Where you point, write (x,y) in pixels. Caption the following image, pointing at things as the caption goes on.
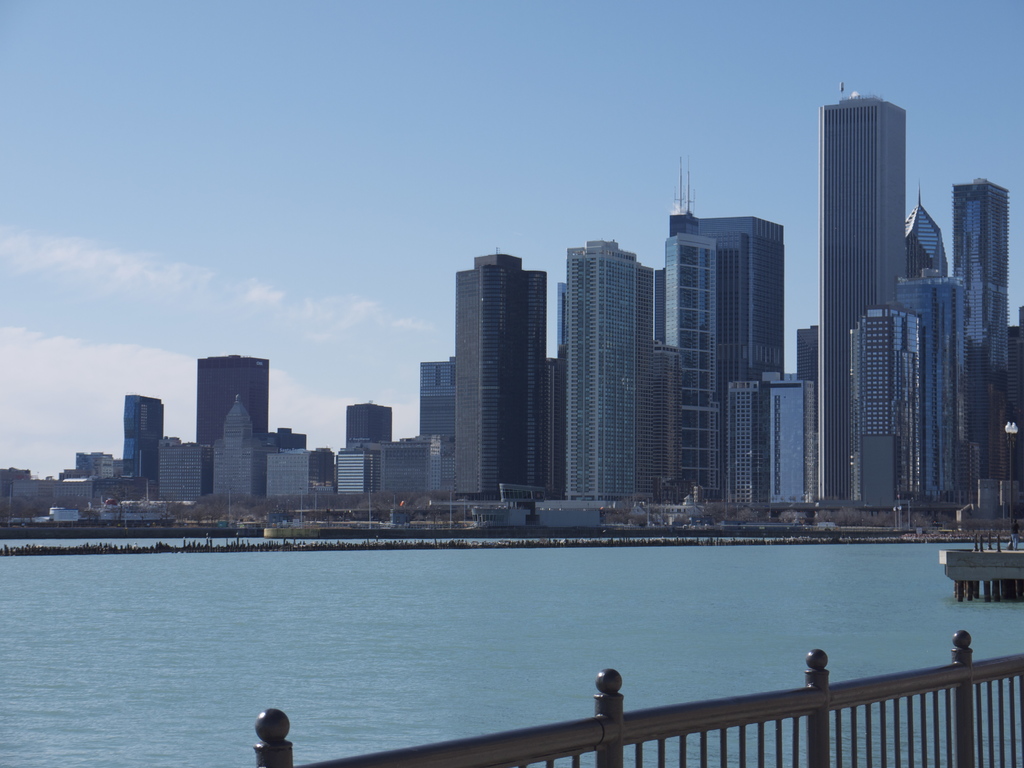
In this image we can see a group of buildings (513,408). In front of the building (862,216) we can see trees (308,502), poles (451,512) and the water (469,554). At the bottom (519,742) we can see metal railing (735,717). At the top (587,96) we can see the clear sky (435,166).
